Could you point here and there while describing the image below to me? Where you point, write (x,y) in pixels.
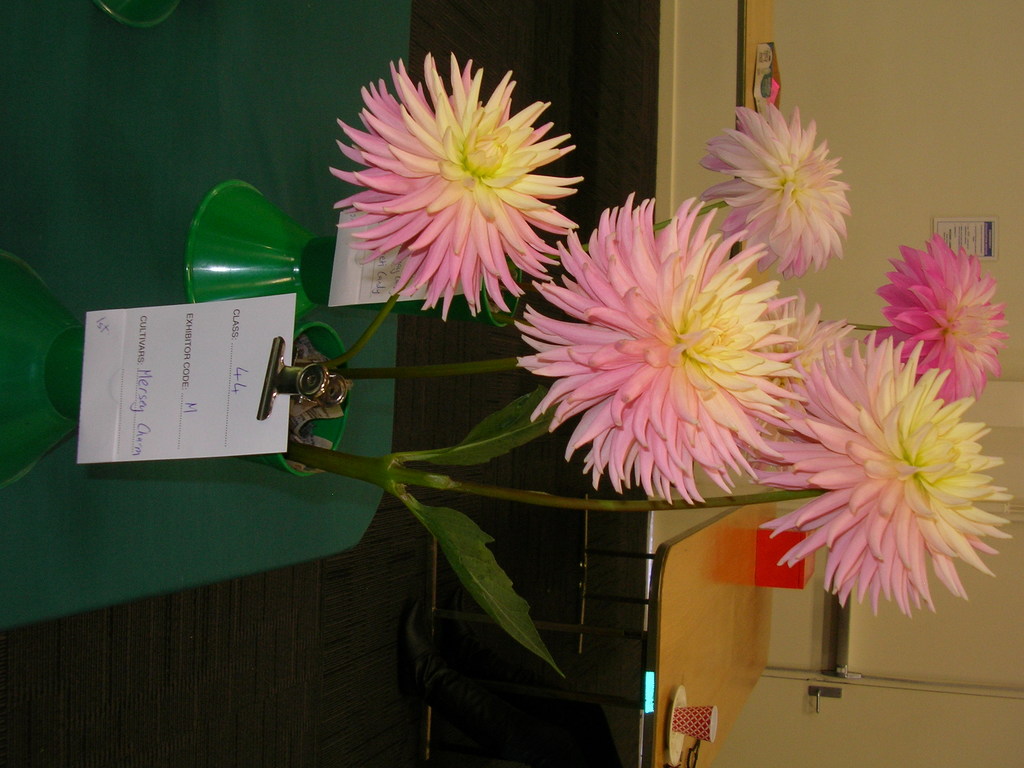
In this image there is a table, on that table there is a flower vase (576,387), in the background (747,565) there is another table (677,653), on that table (698,703) there is a cup (690,736) and a box (766,558) and there is a wall (710,44).
